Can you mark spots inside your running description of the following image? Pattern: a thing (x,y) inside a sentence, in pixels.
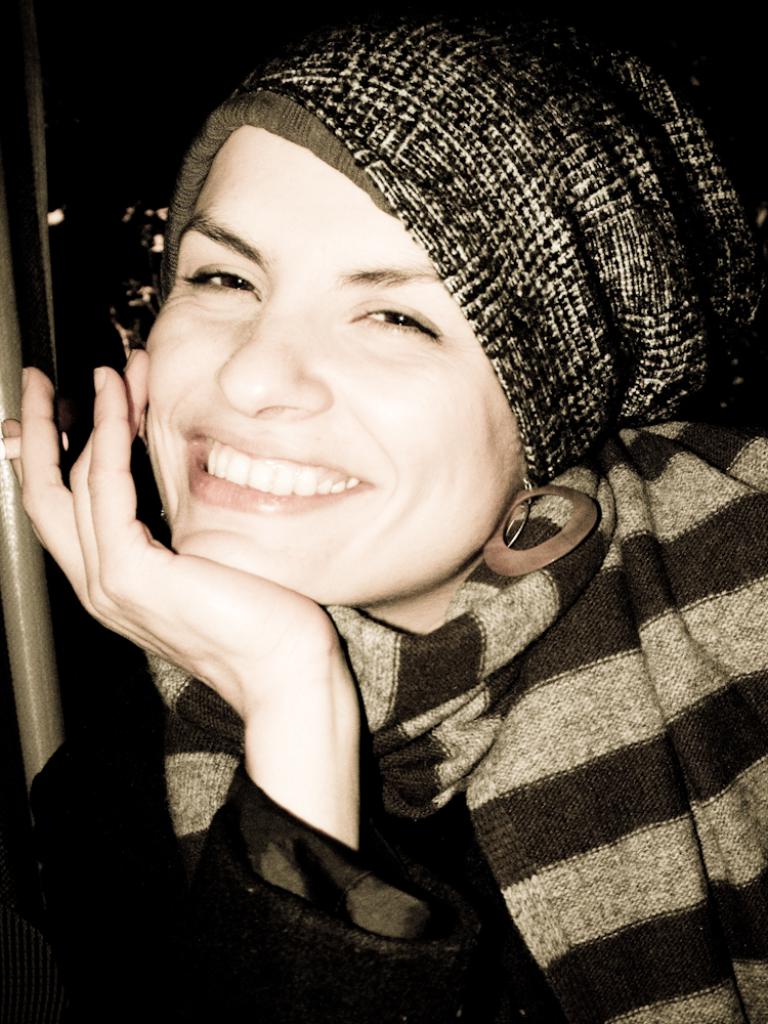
In the picture we can see a woman (329,892) keeping her hand (169,563) to the chin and smiling and on her head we can see a cloth (488,209).
